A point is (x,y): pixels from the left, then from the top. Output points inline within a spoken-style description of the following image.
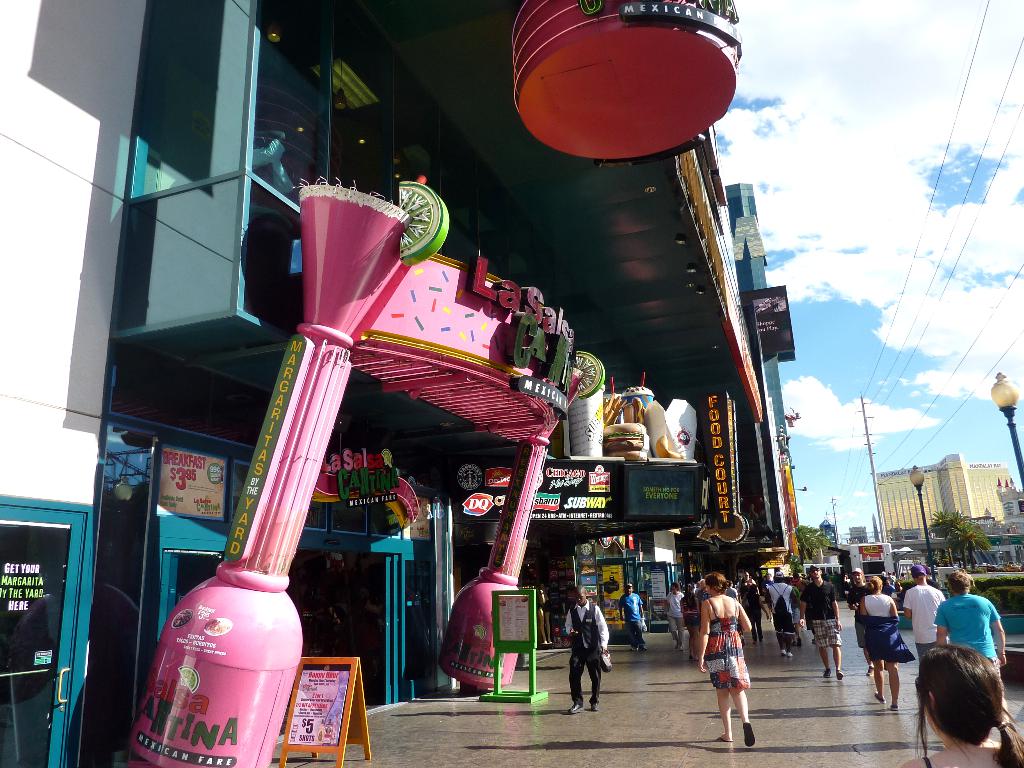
In this picture we can see a group of people (713,683) walking on the ground (605,752), bags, boards (326,722), buildings (319,559), poles (881,518), trees (950,514), wires (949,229), name boards (370,503), posters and in the background (829,352) we can see the sky (800,352) with clouds (994,25).
